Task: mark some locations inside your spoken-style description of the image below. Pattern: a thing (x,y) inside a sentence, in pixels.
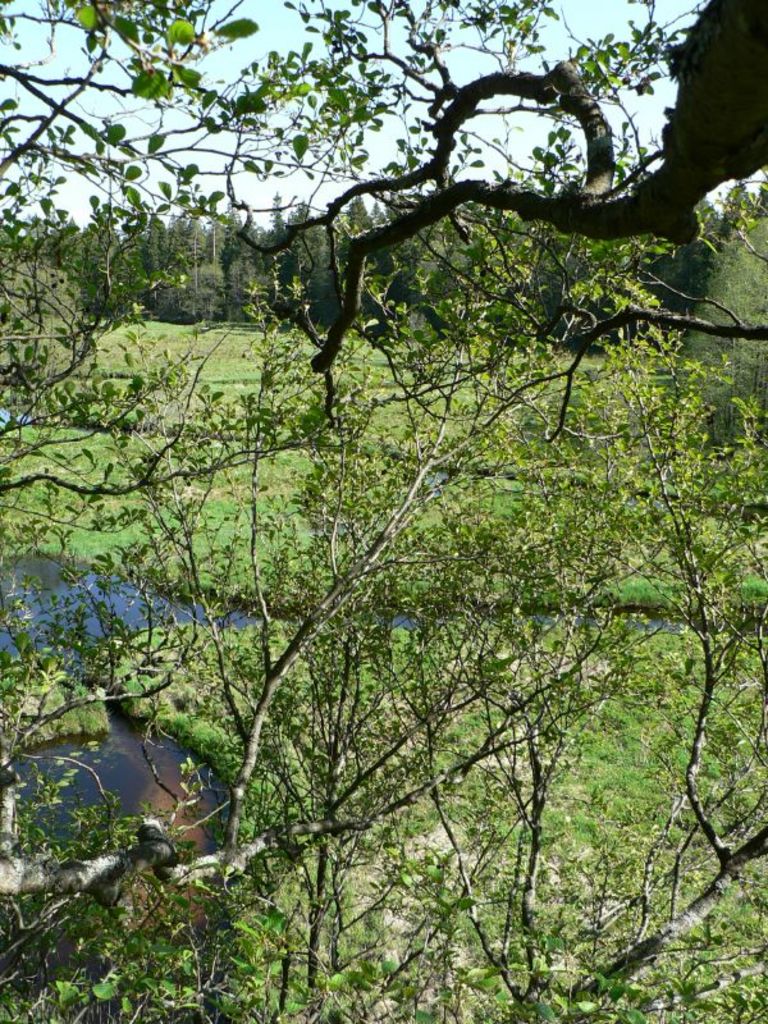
In this image in the front (413,582) there are leaves (466,518). In the background (264,500) there is grass (264,500) on the ground (183,442) and there is water (136,596) and there are trees (689,256).
